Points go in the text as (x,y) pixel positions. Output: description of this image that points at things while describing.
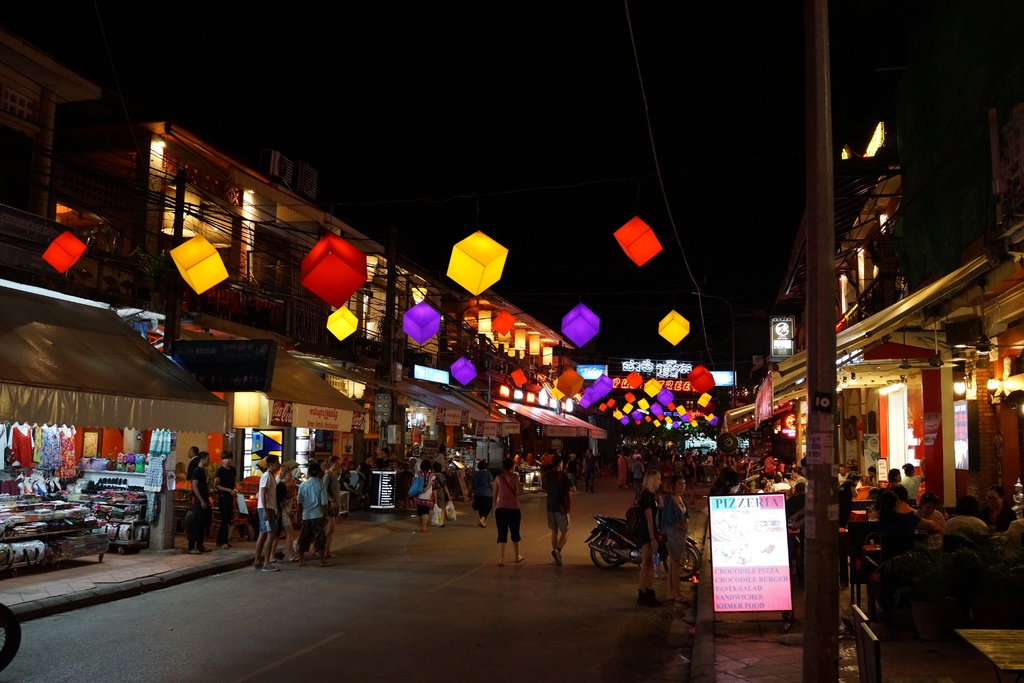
This image consists of many people (668,469) walking and standing on the road (514,573). At the top (628,225), there are cubes (643,232) in which there are lights (476,275). To the left (69,468) and right, there are stalls (38,498) and shop (903,457). In the middle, we can see the bikes (603,561) parked on the road (612,589). At the top (361,109), there is a sky (719,211).
